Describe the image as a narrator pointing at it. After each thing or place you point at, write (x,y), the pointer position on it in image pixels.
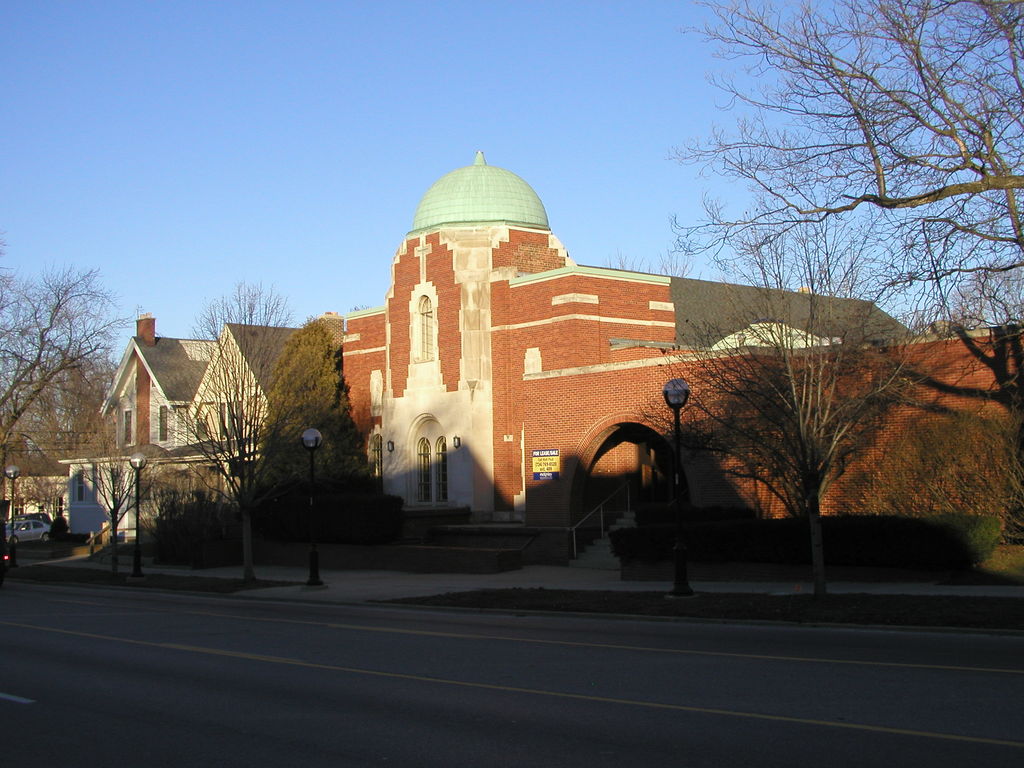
In the middle of the image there are some poles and trees (34,392) and vehicles (20,516). Behind them there are some buildings (937,449). At the top of the image (532,170) there is sky (17,27).
